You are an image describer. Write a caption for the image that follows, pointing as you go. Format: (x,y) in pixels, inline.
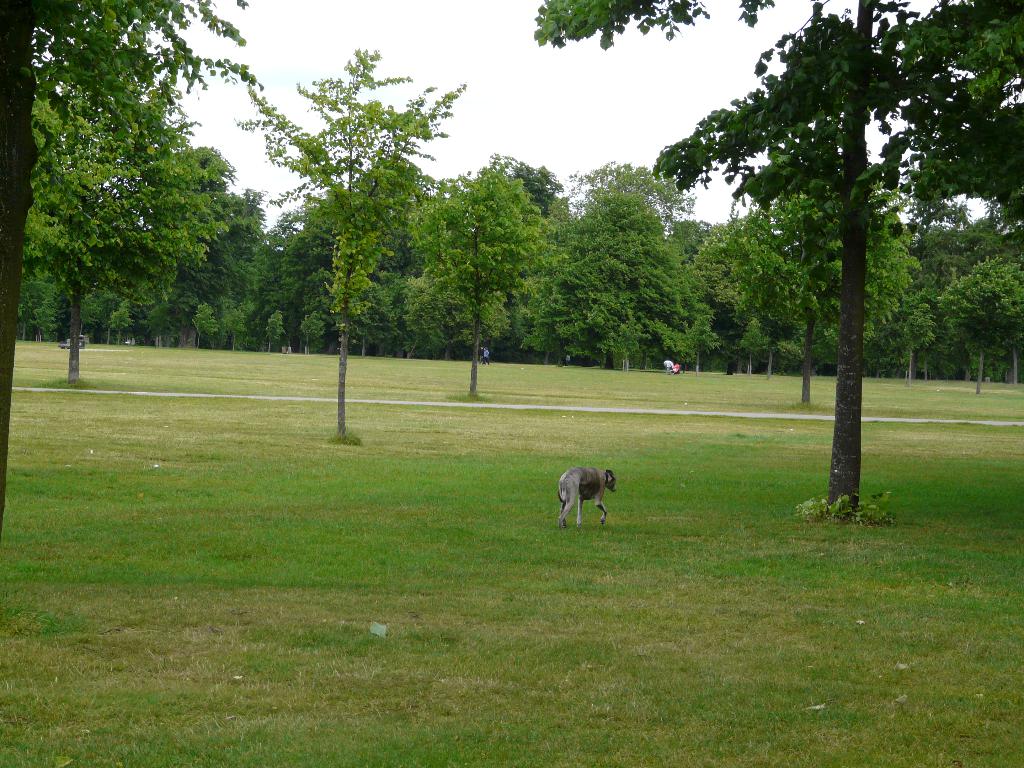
In this image we can see an animal (563,480) is walking on the grassland (628,585). Here we can see a few people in the background (34,233), we can see trees (538,196) and the sky (693,72).
